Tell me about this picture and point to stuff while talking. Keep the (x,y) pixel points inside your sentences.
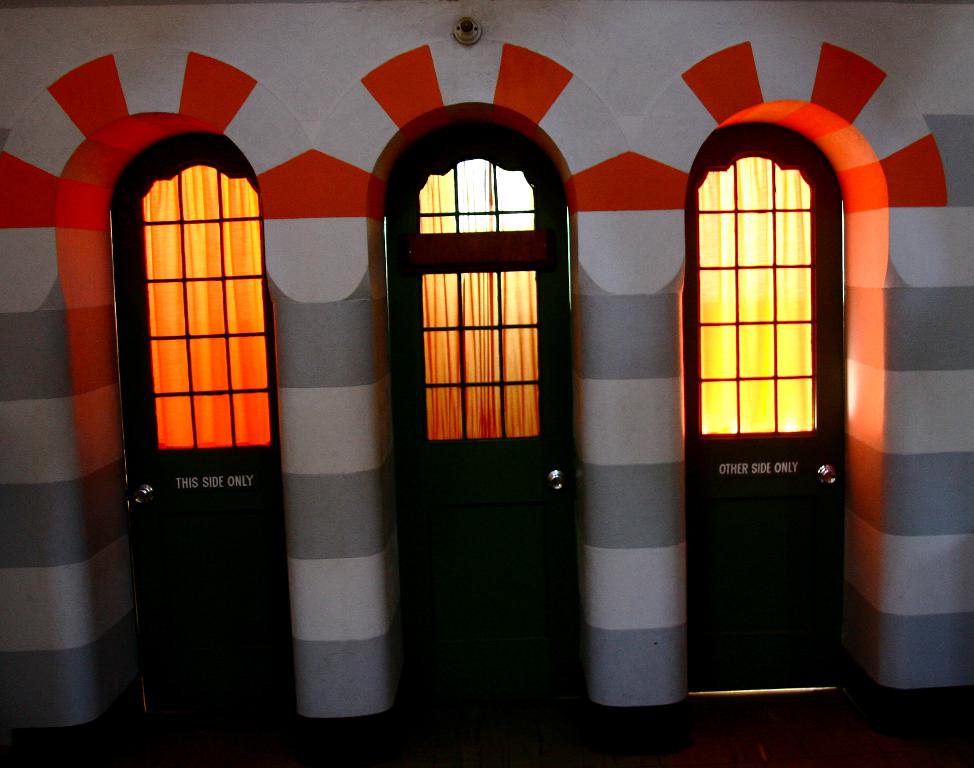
In this picture we can see three doors (132,533). At the top (471,39) there is a light (457,33). Behind the door (570,325) we can see the clothes (241,367). On the right (933,579) there is a wall (950,492).
